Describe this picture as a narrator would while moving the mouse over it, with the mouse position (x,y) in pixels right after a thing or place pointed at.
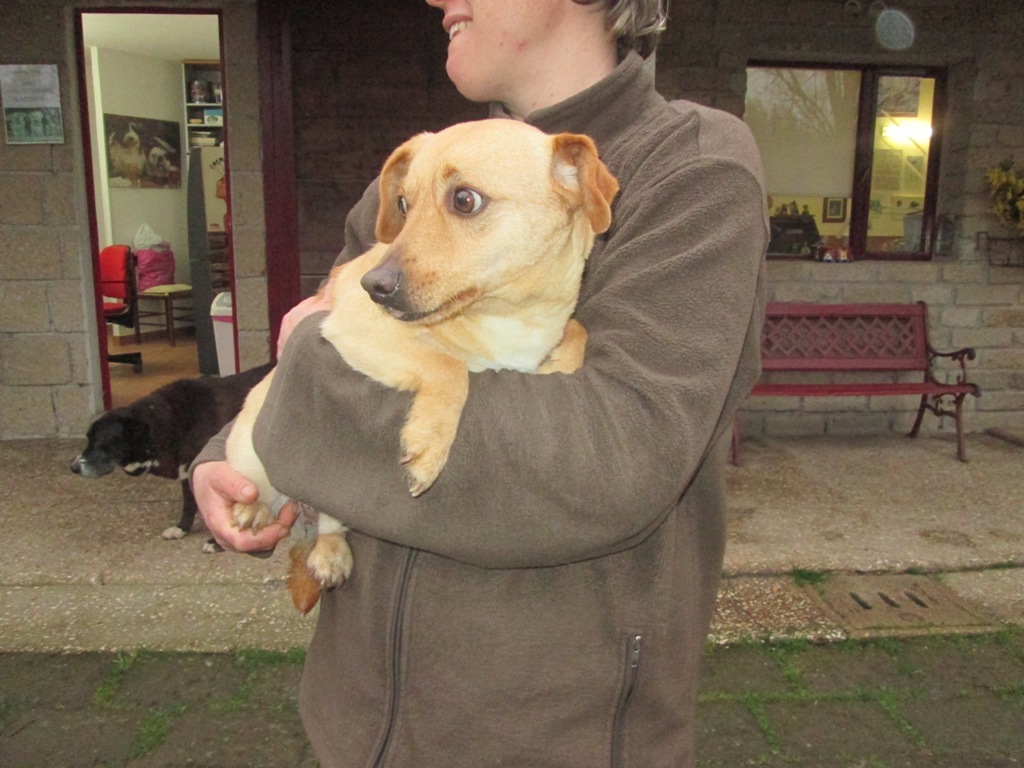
In this image we can see a person (516,381) holding the dog (466,213) and standing. In the background (224,212) we can see the house (263,193), bench (923,314), window (917,251), chairs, frames (154,160) attached to the wall (168,99). We can also see a black color dog (173,389) on the path (1016,479). Light (897,124) is also visible. At the bottom (766,734) we can see the grass (895,699) on the path (833,646).
